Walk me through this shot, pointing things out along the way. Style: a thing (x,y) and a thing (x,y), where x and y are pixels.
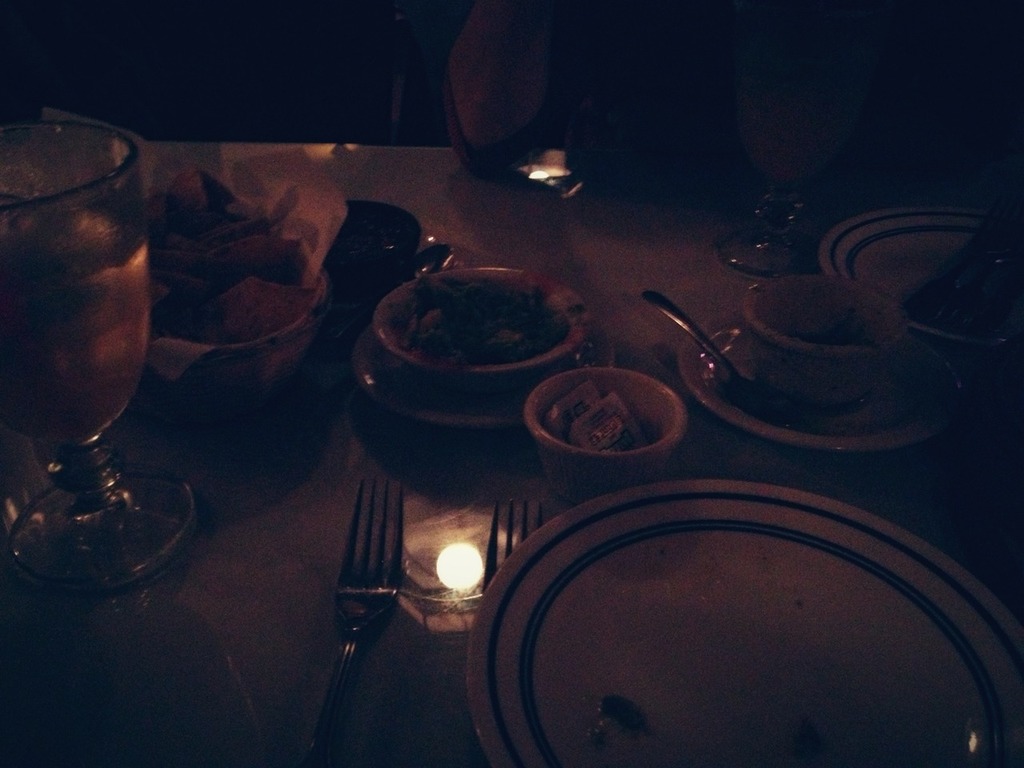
This image consists of a dining table (16,601). On which there are many bowls (506,365) and plates (707,698) along with forks (352,613). On the left (66,280), we can see a wine glass (55,269). In the middle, there is a light (449,579). In the back (590,131), it looks like a person (471,65) sitting.
